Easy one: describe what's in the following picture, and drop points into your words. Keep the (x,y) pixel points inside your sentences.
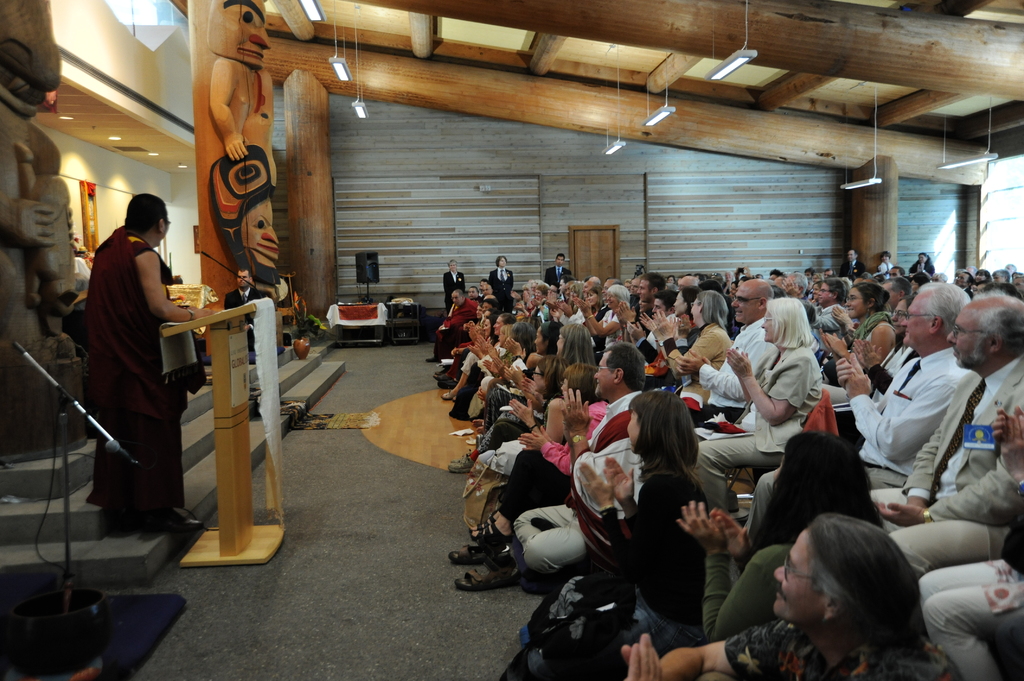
On the left side (187,317), there is a person (122,260) in brown color dress (117,331), standing on a step (212,488) and placing hand (194,311) on the stand (246,470), which is covered with white color cloth (270,325) and is having a mic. In front of him, there are persons (983,295) sitting on chairs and clapping. In the background (458,284), there are persons (497,264) standing, near wall (493,208), there are pillars (873,213), there are lights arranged on the roof (783,75), there is a statue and there are other objects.
